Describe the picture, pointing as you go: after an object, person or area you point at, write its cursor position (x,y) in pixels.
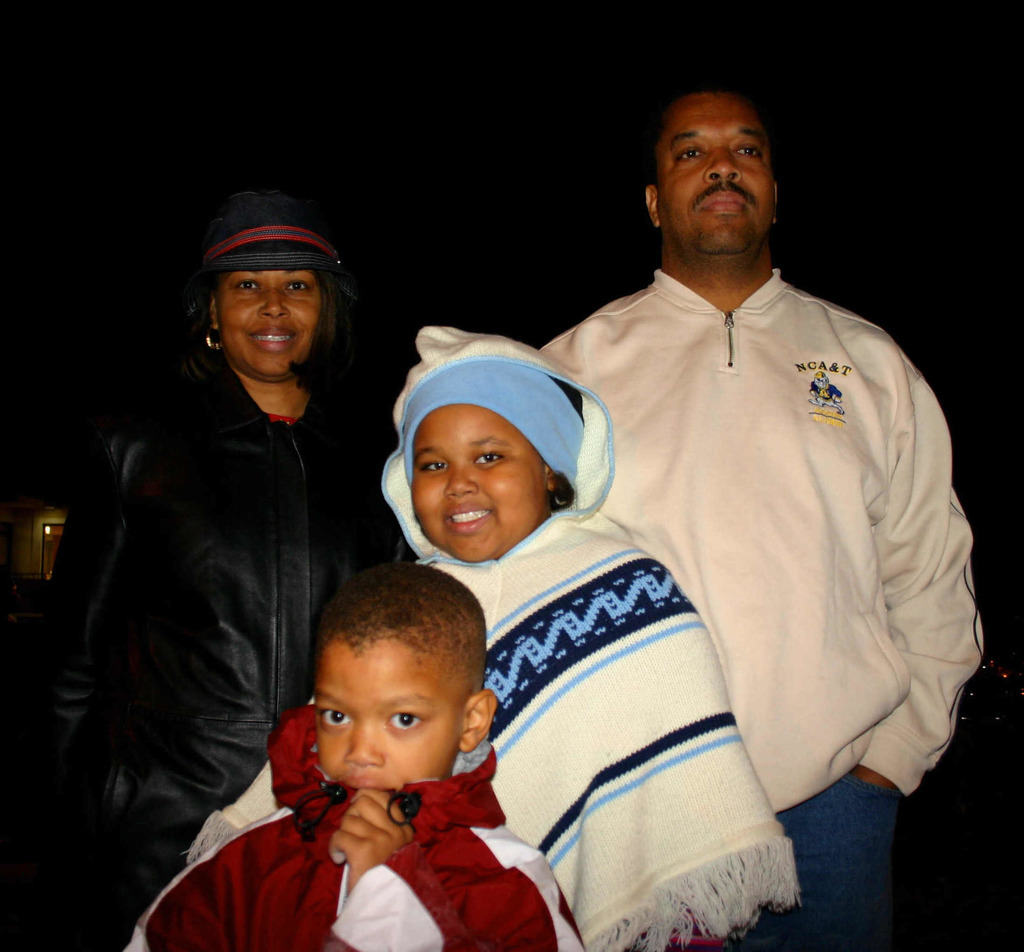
In this image at front (279,944) there are four persons (500,526) standing and at the back side (45,522) there is a building (11,548).
